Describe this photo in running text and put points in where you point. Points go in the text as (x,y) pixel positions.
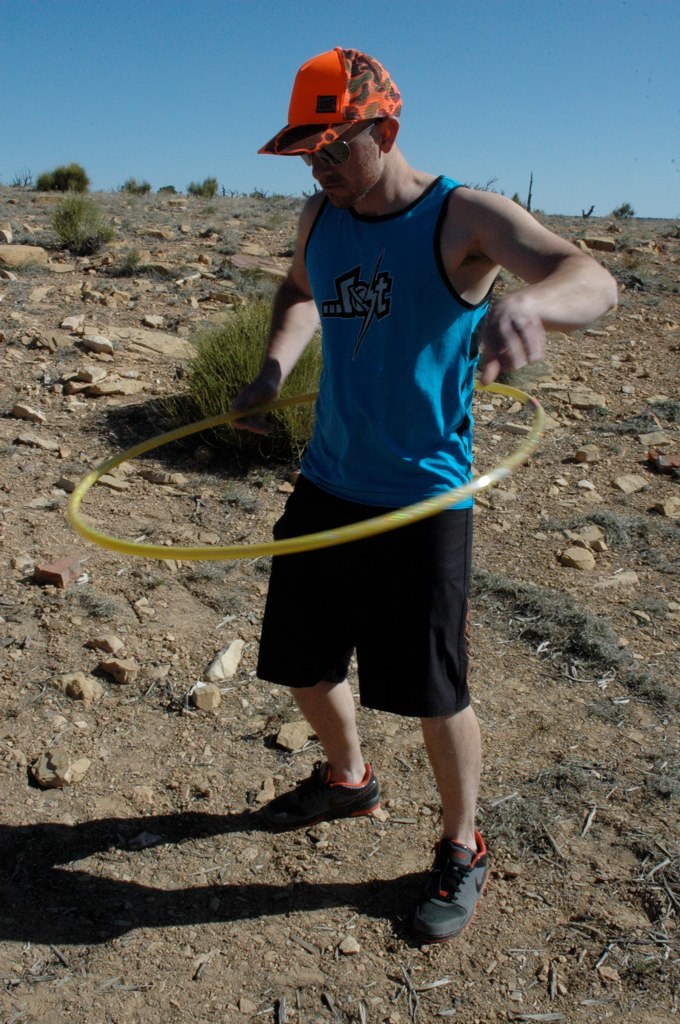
In this image, I can see a man (374,582) standing and holding a hula hoop (316,539). Behind the man (333,385), I can see the bushes (254,337) and rocks (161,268). In the background (476,104), there is the sky (150,65).
